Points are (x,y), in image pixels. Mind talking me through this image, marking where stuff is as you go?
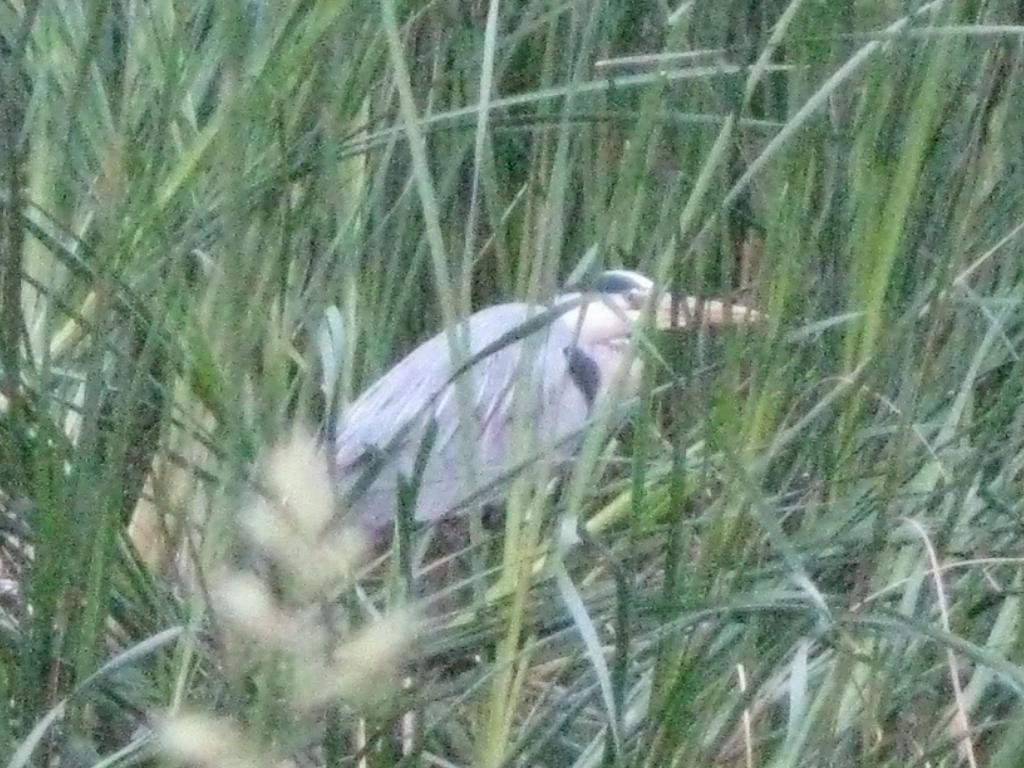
This image is taken outdoors. In the middle of the image (471,483) there is a bird (493,405). In this image there is grass (219,475).
